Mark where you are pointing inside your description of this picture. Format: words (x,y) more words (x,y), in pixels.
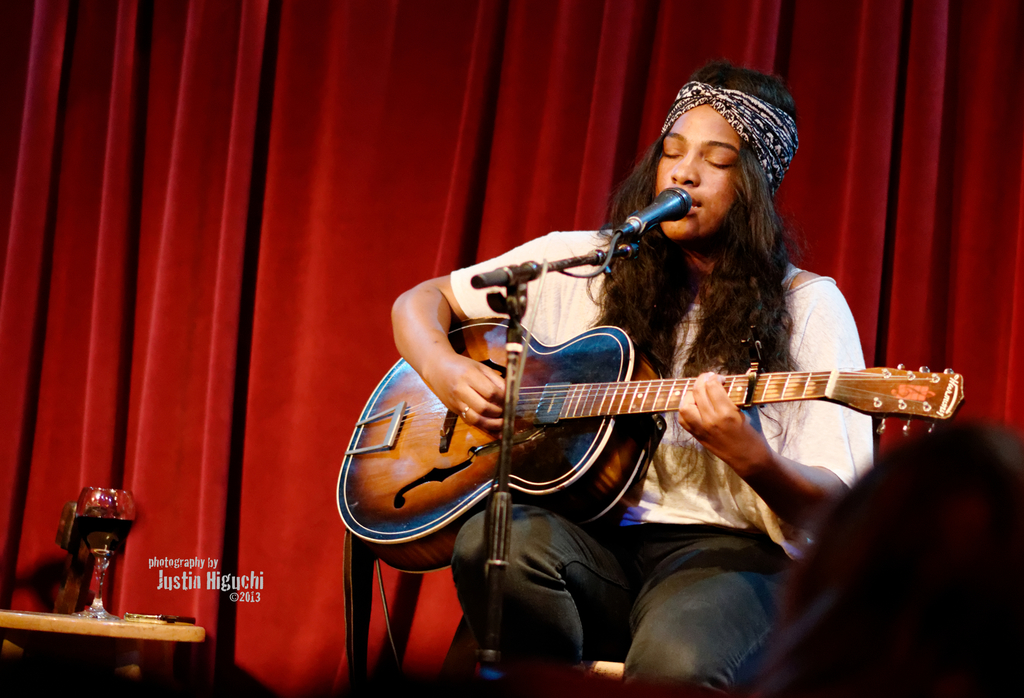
In this image, there is a person (703,264) wearing clothes (801,311) and sitting in front of the mic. This person (586,304) is playing a guitar (512,480). There is a red background (505,100) behind this person (811,336). There is a table (114,624) in the bottom left of the image (79,642) contains a glass (105,614).
